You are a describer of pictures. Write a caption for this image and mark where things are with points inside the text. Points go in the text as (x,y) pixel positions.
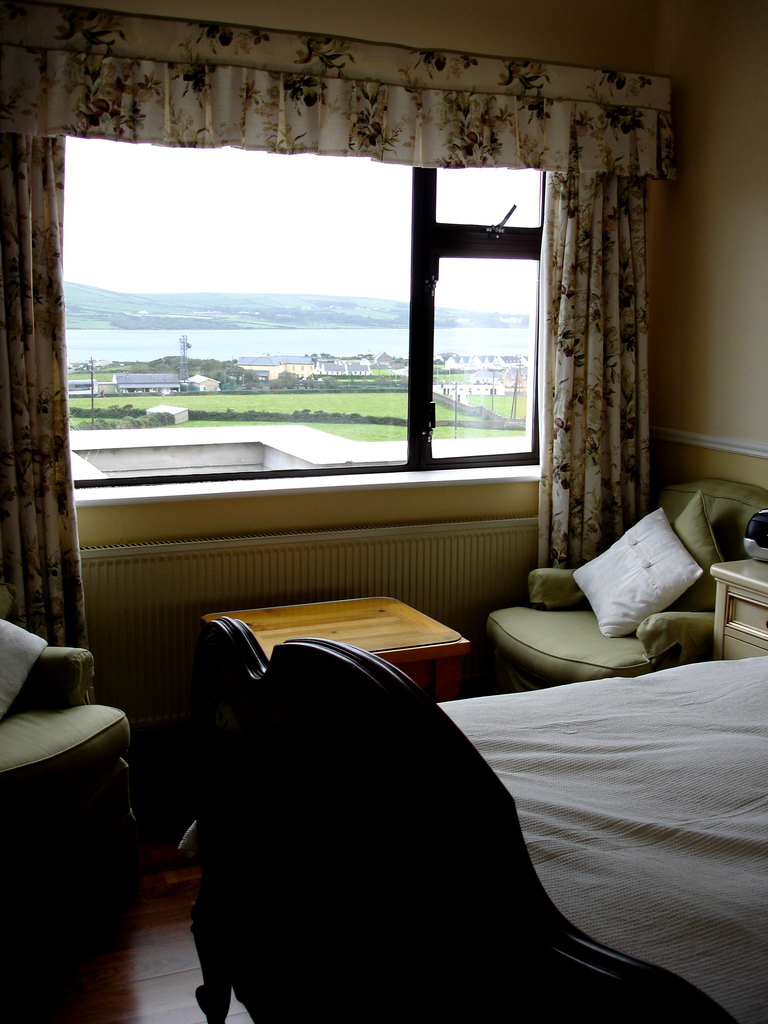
In a room (546,698) to the right bottom corner (692,795) there is a bed (541,764). Beside the bed (541,764) there is a cupboard (723,621). A sofa (709,626) with two pillows (681,558) on it. In front of the sofa (719,524) there is a table (346,626). And in the background (406,232) there is a window (155,185) with curtains (597,225). Outside the window (227,229) there is a sky (264,226), green grass (393,403), and some hills (184,316) and a water (243,344).
